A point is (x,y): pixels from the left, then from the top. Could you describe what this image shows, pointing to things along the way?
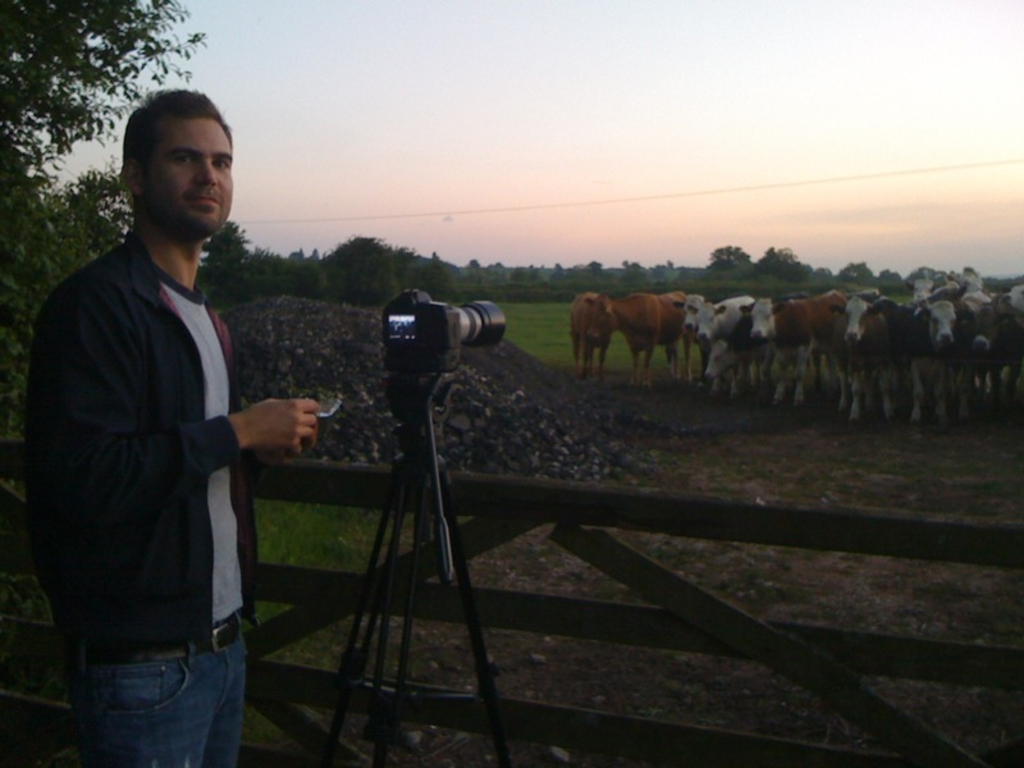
On the left side of the image (174,456) we can see a man (158,609) standing. In the center (423,340) there is a camera (424,367) placed on the stand (432,697). We can see a fence (845,762). In the background (577,323) there are animals (577,337), trees (379,247) and sky (524,193).
